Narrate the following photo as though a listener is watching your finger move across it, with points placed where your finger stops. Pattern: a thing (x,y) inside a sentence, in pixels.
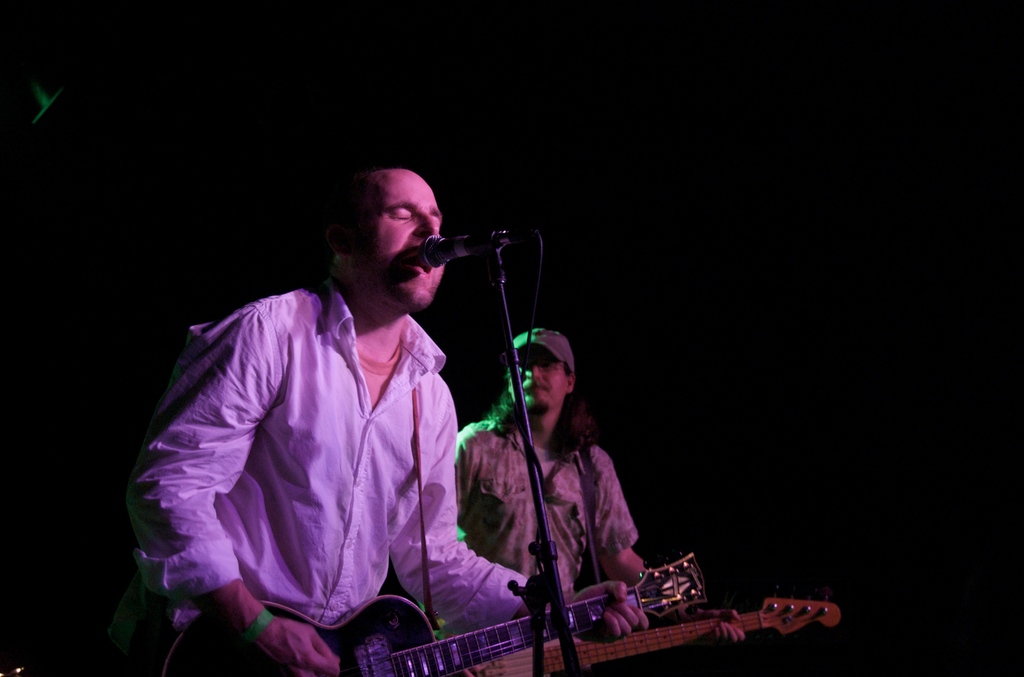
On the left (312,465) a man (376,382) is singing on mic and playing guitar (365,615), beside him a person (569,526) is playing guitar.
